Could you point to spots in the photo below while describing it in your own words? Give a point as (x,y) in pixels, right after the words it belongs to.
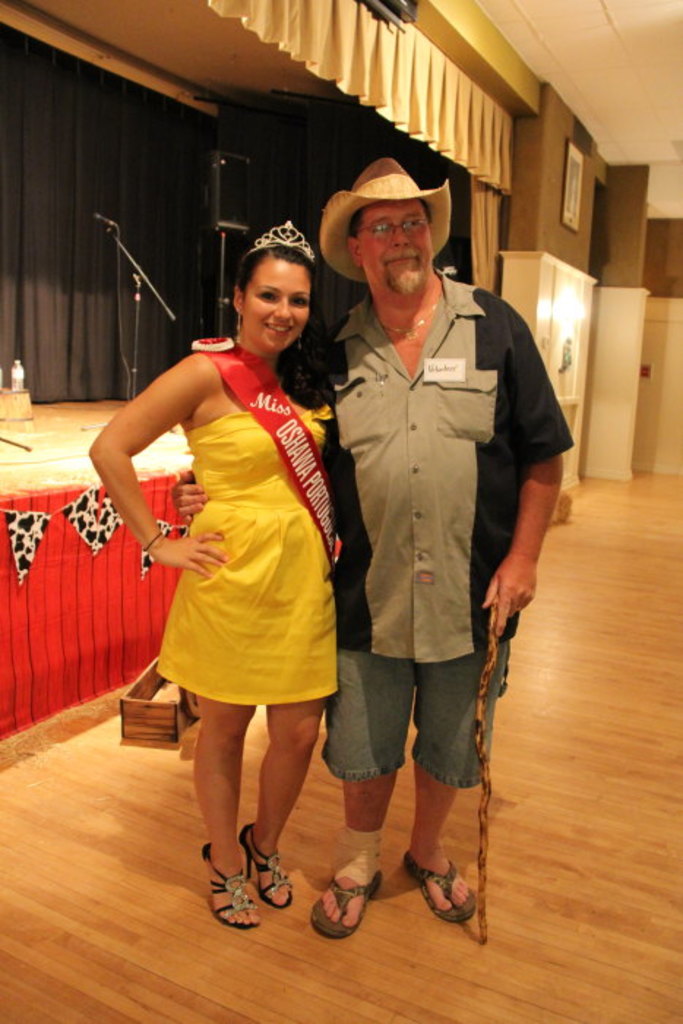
This is the man (413,635) and woman (290,518) standing and smiling. This man (408,322) wore a shirt (446,504), shorts (440,764), sandals (451,899) and a hat (403,192). He is holding a stick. This looks like a stage (69,431). I can see the mike (111,229) with a mike stand (136,278) and a speaker (218,190). This is the cloth (157,187) hanging. I can see the frame (569,195), which is attached to the wall (538,249). This looks like an wooden objects (150,722), which is placed on the floor (114,795).
